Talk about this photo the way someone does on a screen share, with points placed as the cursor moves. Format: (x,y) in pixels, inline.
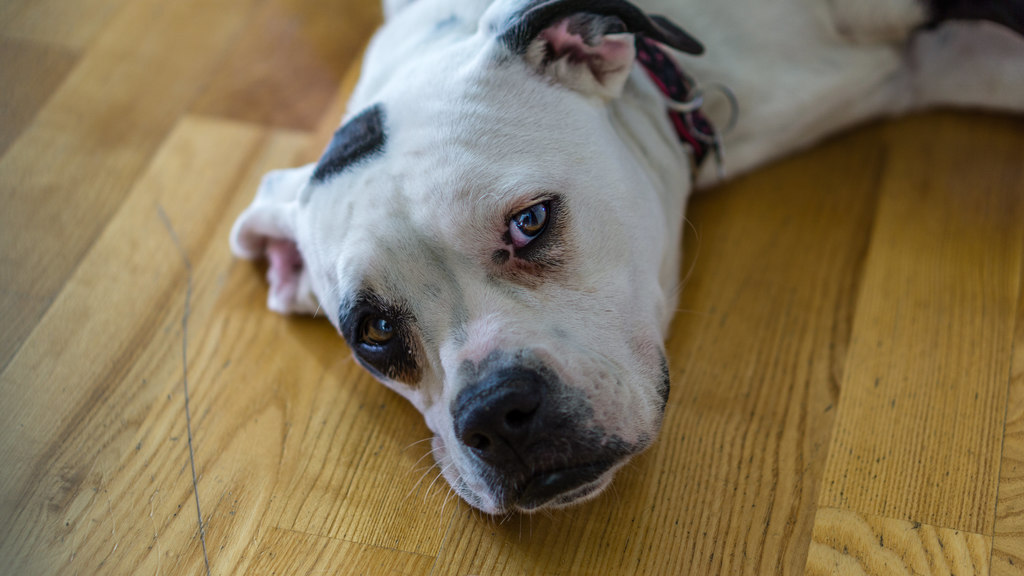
In this image I can see a dog (344,224) lying on the surface (310,391).
